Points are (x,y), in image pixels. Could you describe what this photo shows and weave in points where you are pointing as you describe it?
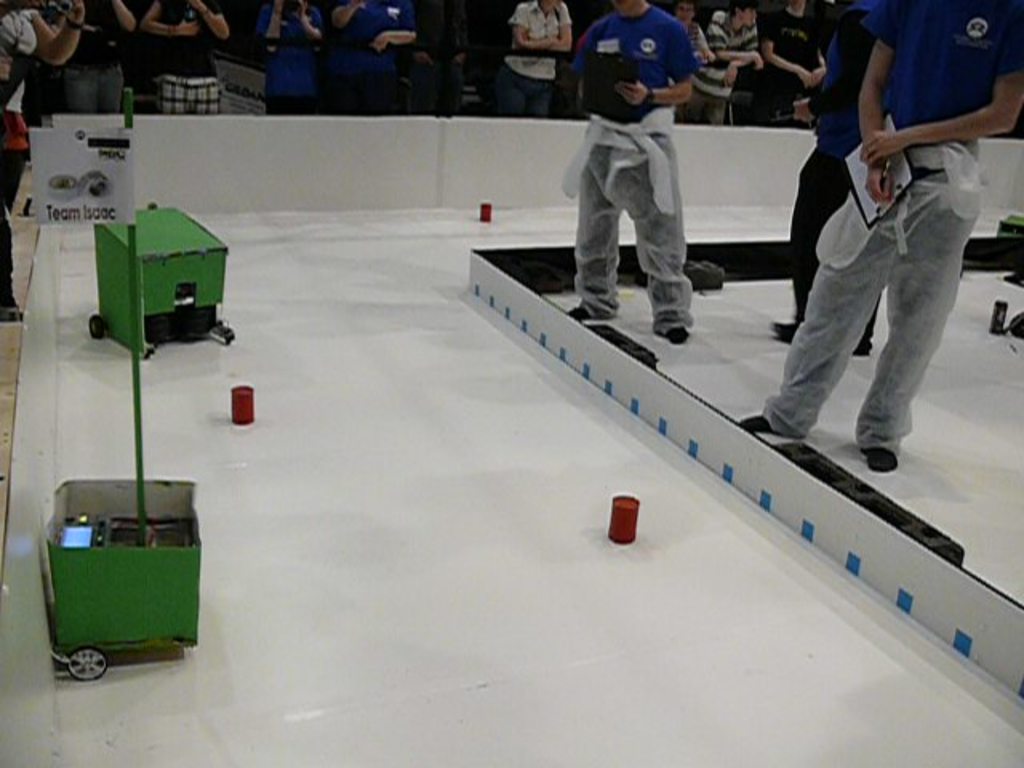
In the image we can see there are people (979,169) standing and there are objects (165,251) kept on the ground (354,723). There are spectators (68,87) standing and watching them.
